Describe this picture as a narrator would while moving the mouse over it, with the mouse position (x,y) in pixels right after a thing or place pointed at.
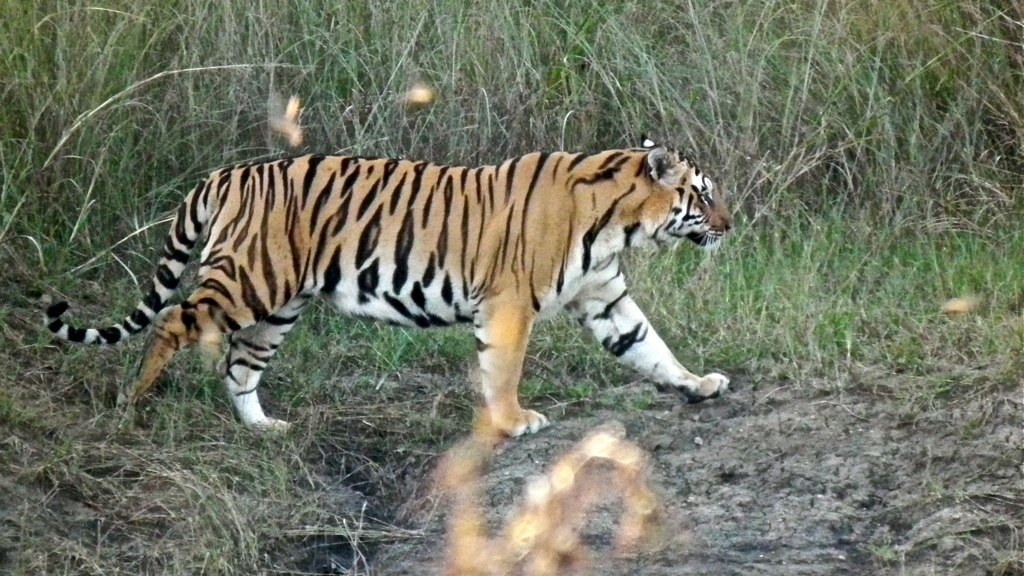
In this picture there is a tiger (233,268) walking. At the back (632,111) there are plants (424,129). At the bottom (376,546) there is mud (816,458) and there is grass (320,499).
